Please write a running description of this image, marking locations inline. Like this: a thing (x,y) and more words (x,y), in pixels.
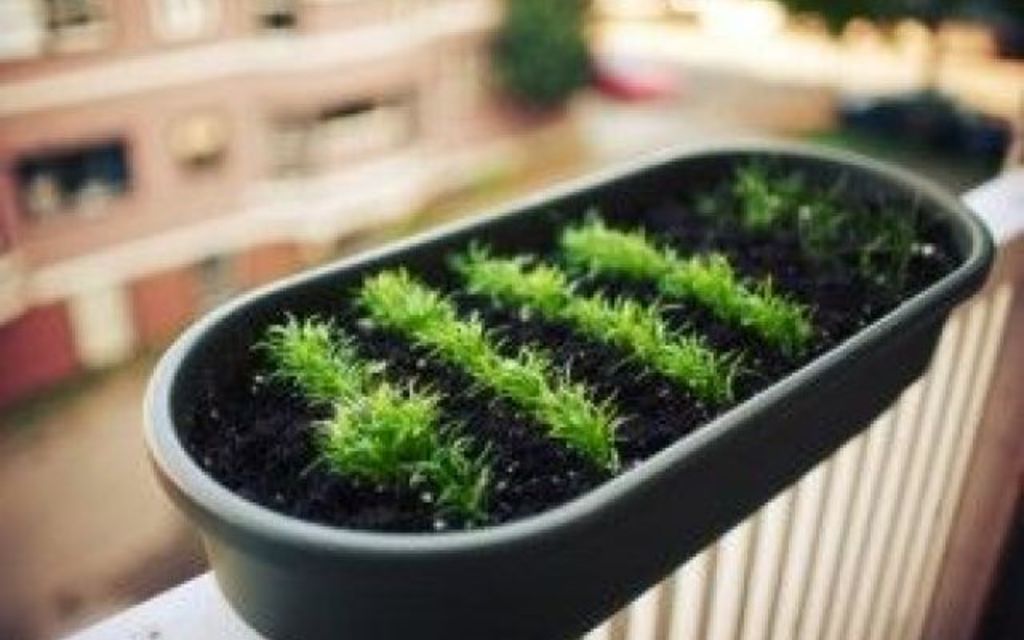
In the picture we can see a wall (788,544) on it, we can see a black color tray (497,215) with some grass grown in it and behind it we can see a wall (461,29) which is not clearly visible.
